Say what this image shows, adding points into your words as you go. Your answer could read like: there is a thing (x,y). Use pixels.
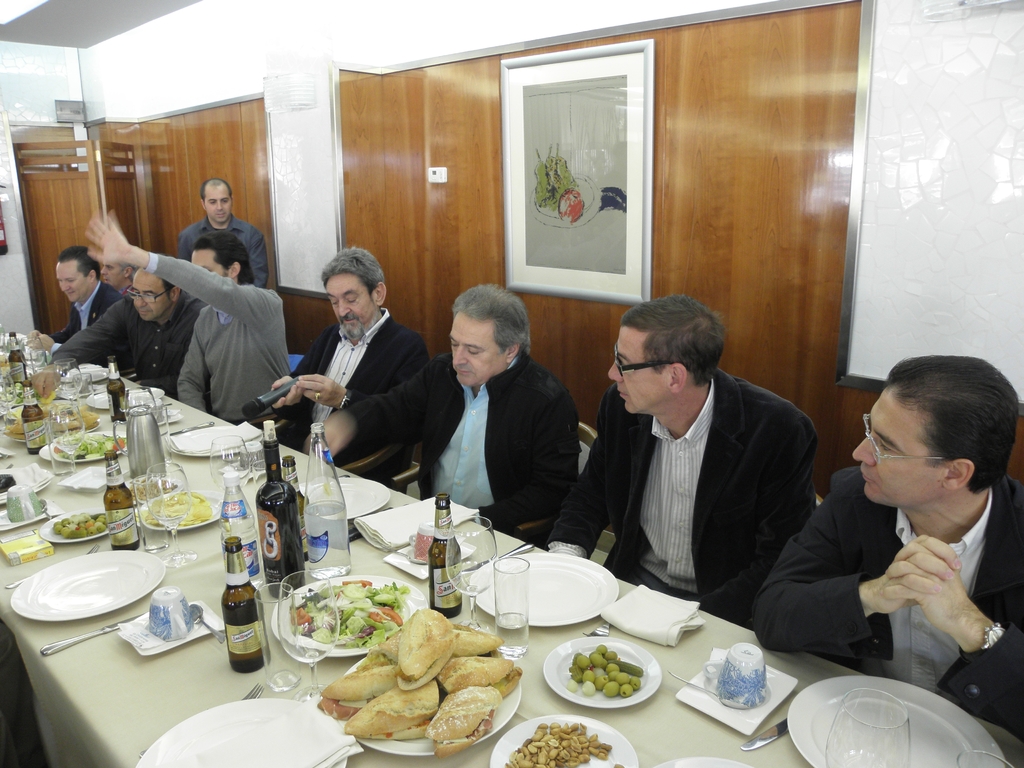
In this image there are group of persons (647,517) sitting in chair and in table (675,692) there is food (394,599), plate (633,648), tissue (624,616), glass bottle (447,592), knife (83,633) and the back ground (40,170) there is a frame (514,190), door (42,206).
